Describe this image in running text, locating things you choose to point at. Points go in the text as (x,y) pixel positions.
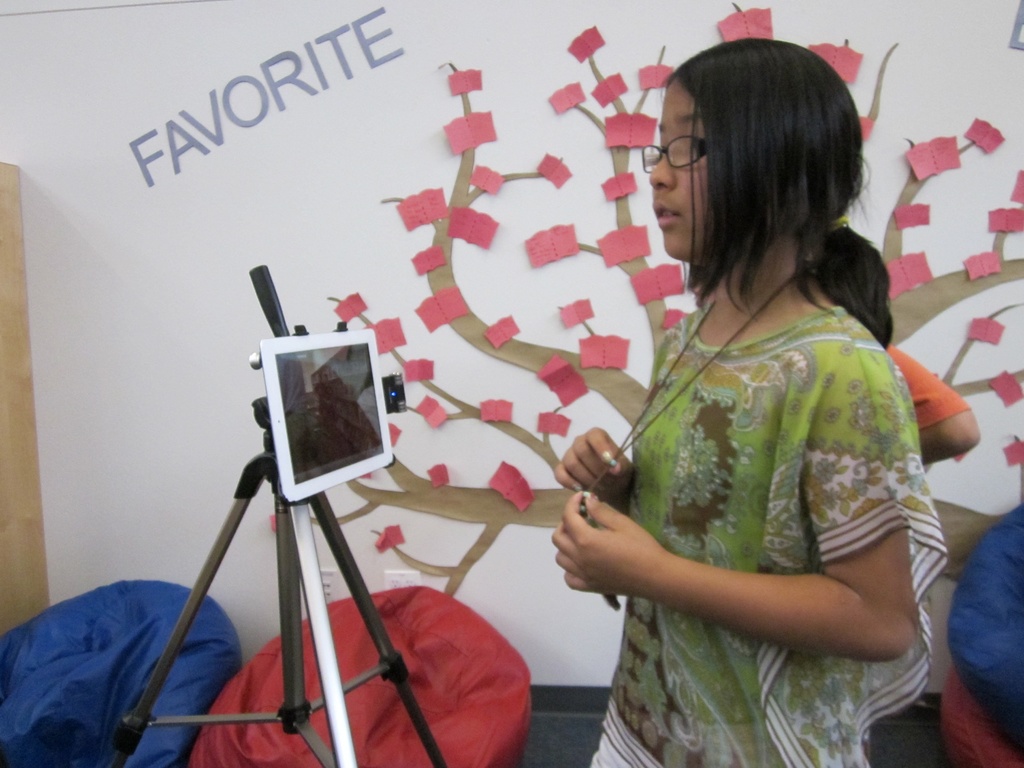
In this image, we can see a girl (797,597) is standing and wearing glasses (689,152). Background (243,231) there is a wall (102,299), some stickers (497,338). Here we can see few bean bags (479,721), stand (290,660), iPad (318,411). Here we can see a human hand (952,420).
